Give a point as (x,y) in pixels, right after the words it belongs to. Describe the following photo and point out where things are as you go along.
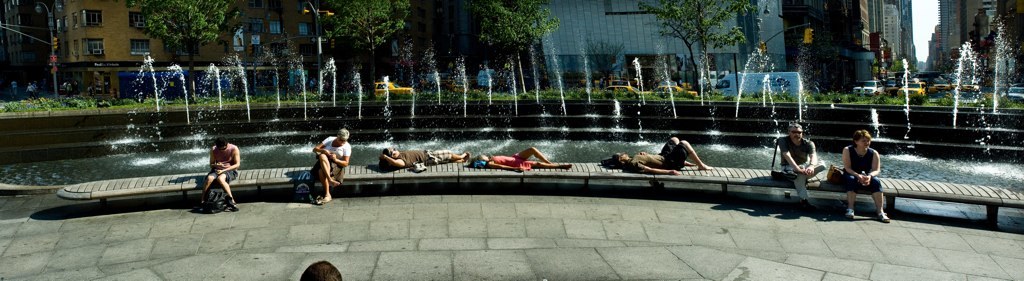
In this image I see few people (332,168) who are sitting and these 3 (632,160) are lying on this thing (958,195) and I see the path (424,264). In the background (134,149) I see the water (766,160) and fountains (355,106) over here and I see the vehicles (986,86), traffic signals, buildings (73,33) and the trees (354,19).
